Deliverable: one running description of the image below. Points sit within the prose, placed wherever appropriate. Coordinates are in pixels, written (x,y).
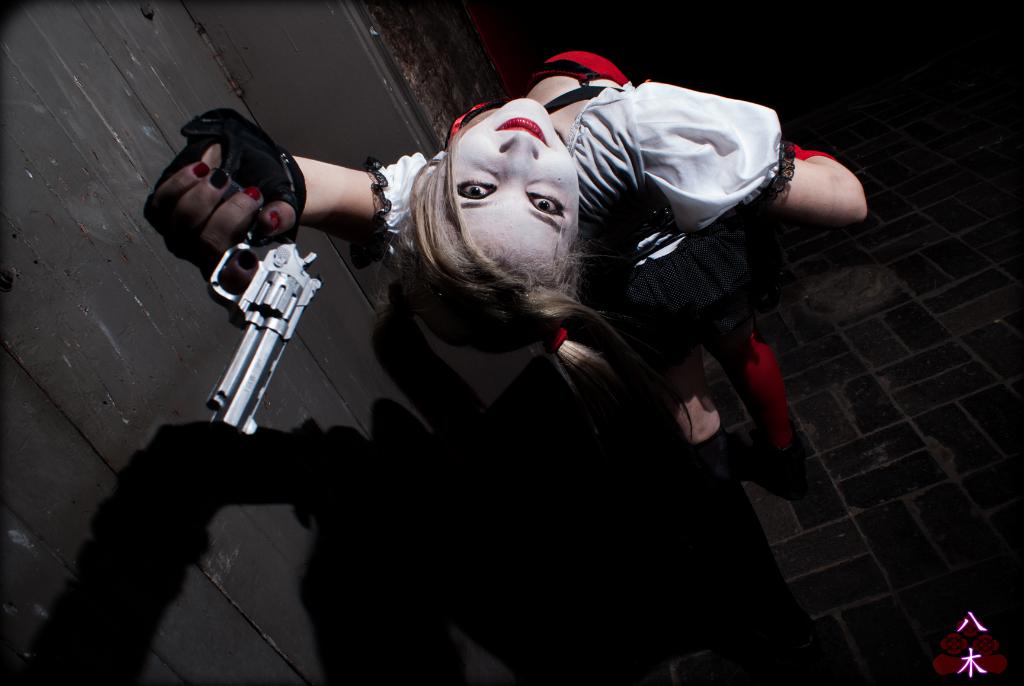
In this image we can see a woman (543,276) standing and holding a gun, on the left side of the image (312,351) we can see the wall (455,349) and the background (793,42) is dark.
